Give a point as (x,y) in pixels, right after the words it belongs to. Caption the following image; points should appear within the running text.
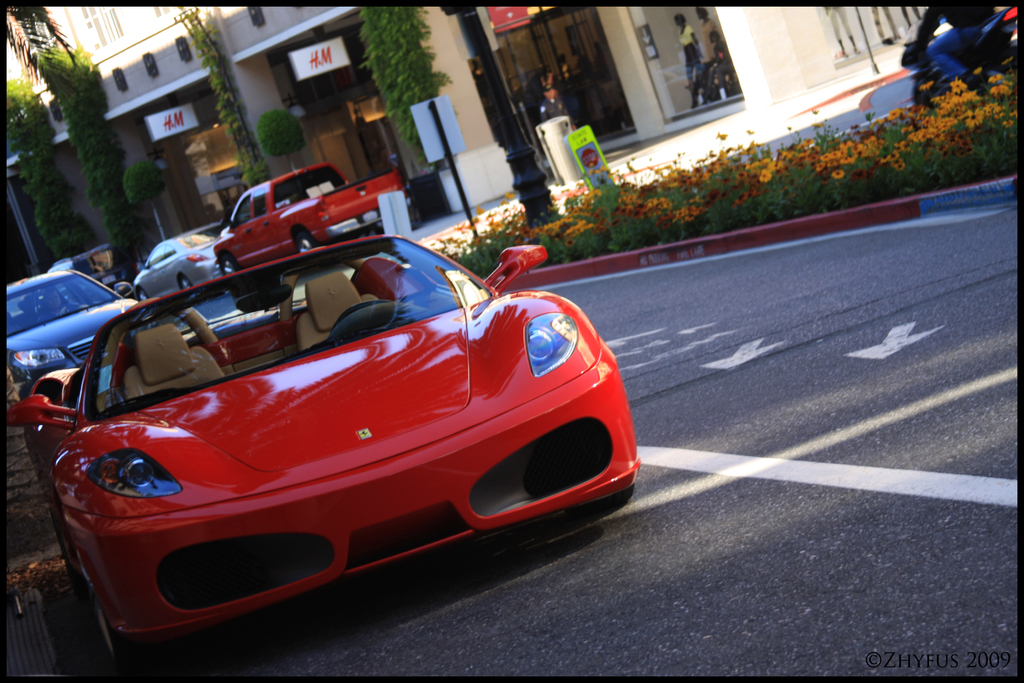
In the image in the center (512,440), we can see different color vehicles (328,241) on the road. In the background (637,49), we can see buildings (177,32), trees (58,31), poles (535,193), banners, sign boards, plants (677,230), flowers (681,207) and few people (937,29).
